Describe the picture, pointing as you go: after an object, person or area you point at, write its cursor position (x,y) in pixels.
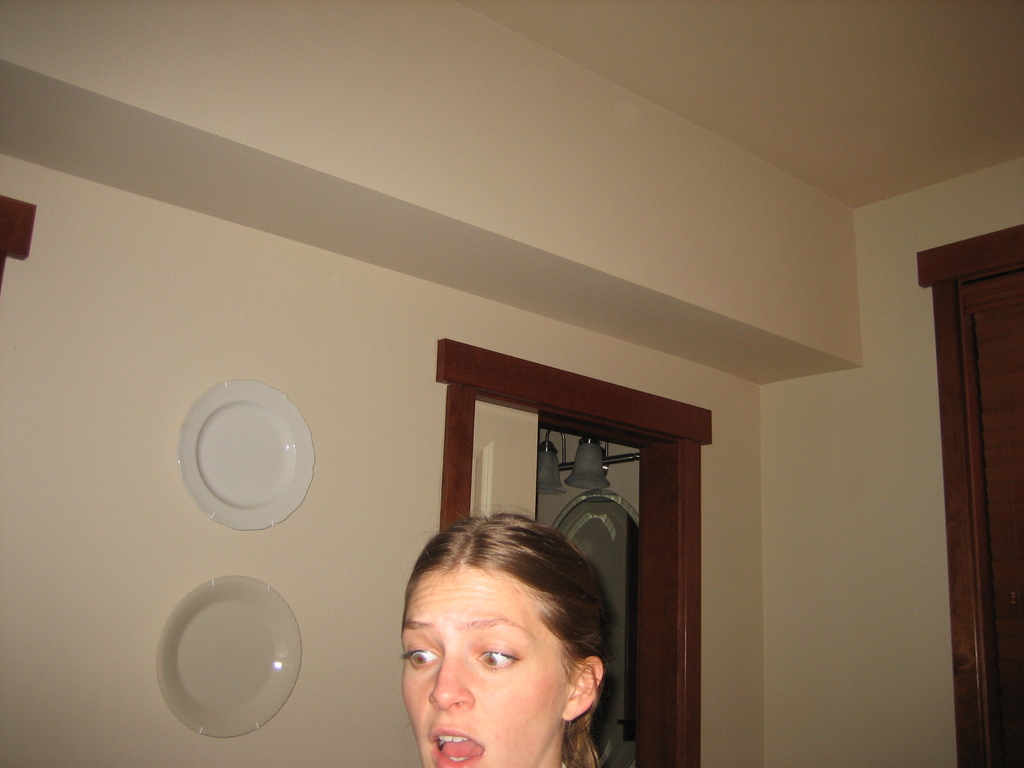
In this image we can see face (462,702) of a woman (494,709). Behind wall (295,312) and doors (1020,425) are present. Plates (259,511) are attached to the wall (132,431).
